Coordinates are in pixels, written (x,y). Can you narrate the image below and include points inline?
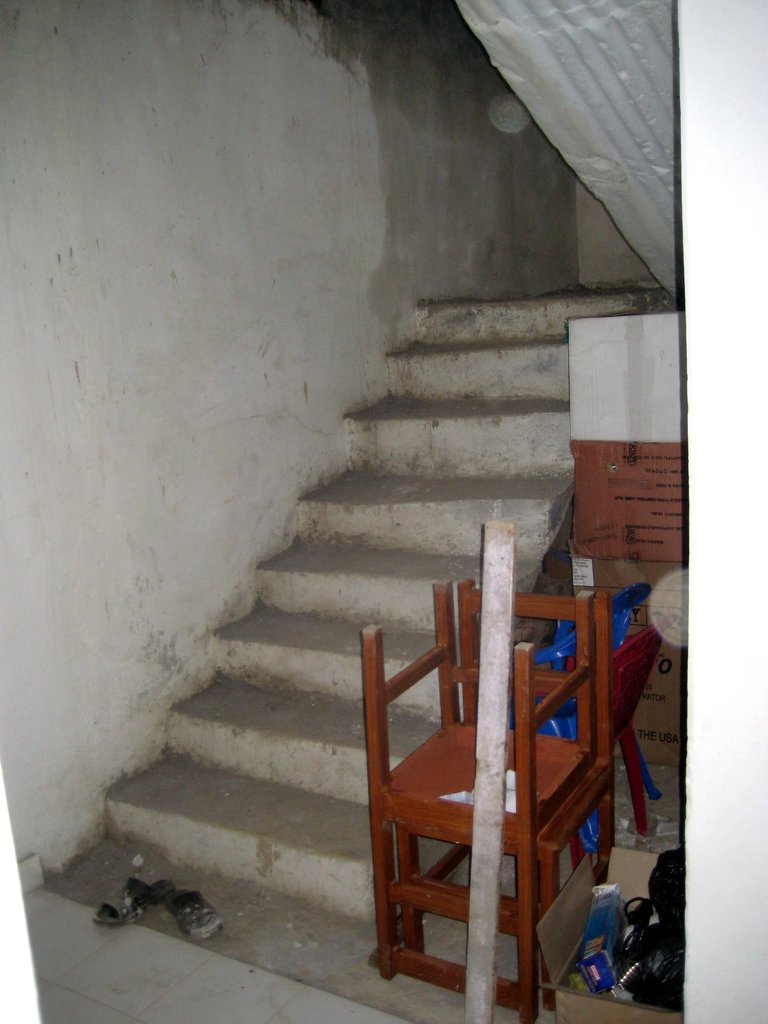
In this image we can see steps (312,541). Also there is a footwear (179,900). There are chairs (515,723). And there is a cardboard box (564,986) with some items (619,933).
